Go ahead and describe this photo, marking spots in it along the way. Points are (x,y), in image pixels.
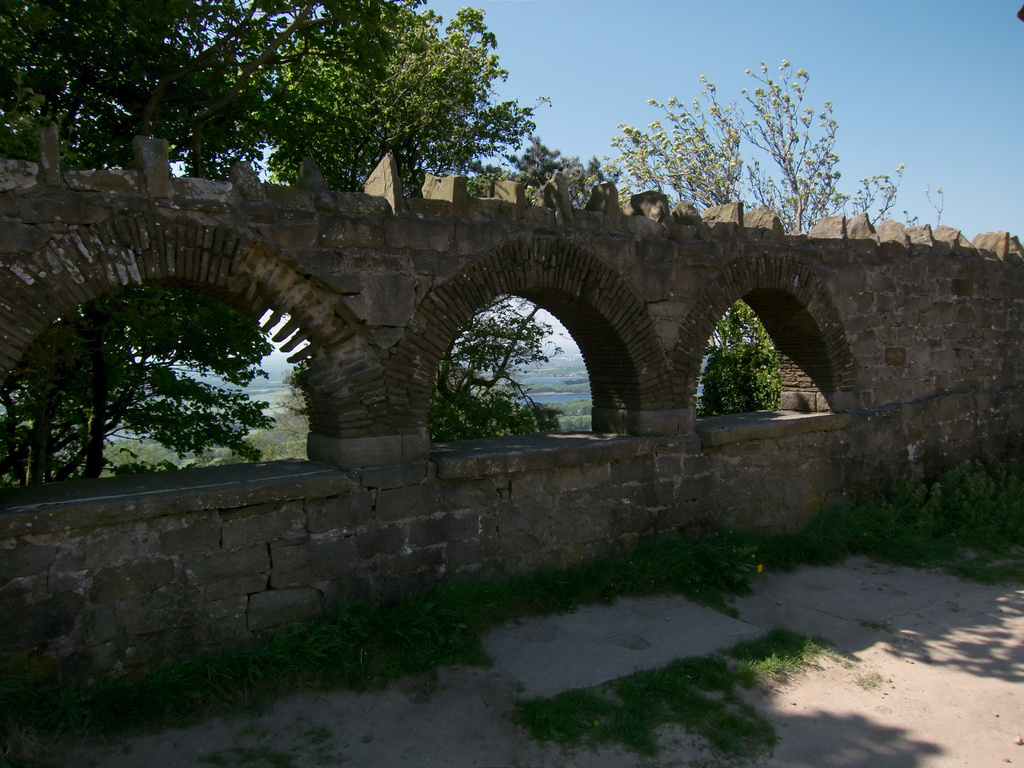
In this image we can see the wall (499,448), there are some trees (546,405), water (582,401) and grass (714,665), in the background (840,120) we can see the sky (825,128).
